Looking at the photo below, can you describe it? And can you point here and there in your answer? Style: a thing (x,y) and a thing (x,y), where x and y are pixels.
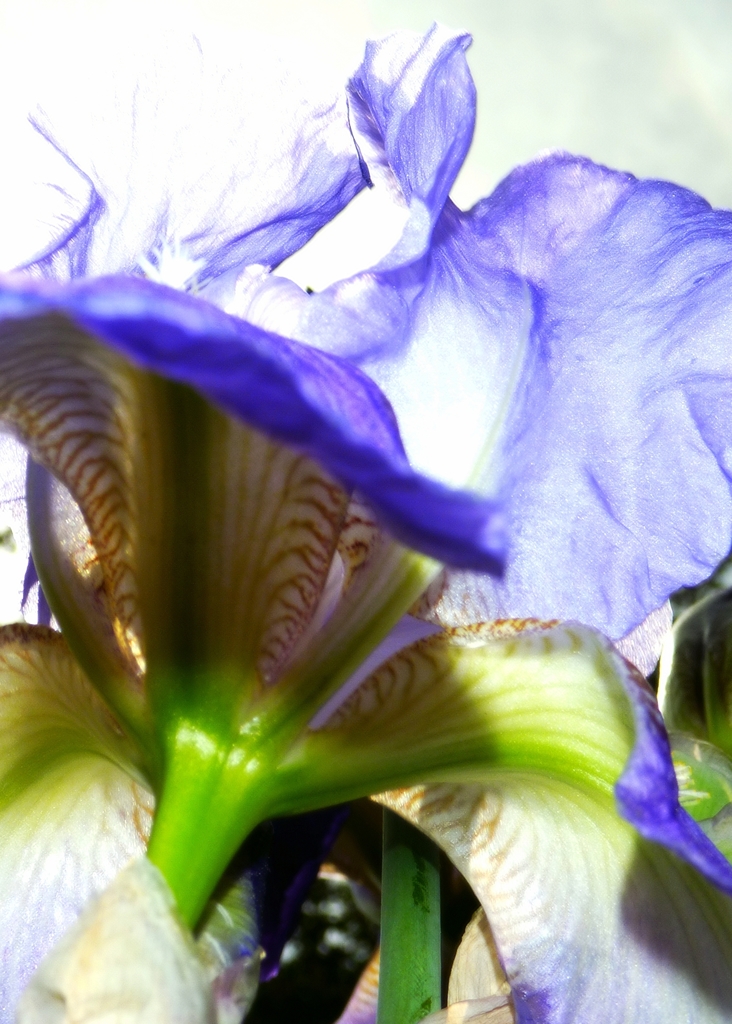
In the picture we can see a flower (568,309) which is violet in color under it we can see a stem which is green in color.
